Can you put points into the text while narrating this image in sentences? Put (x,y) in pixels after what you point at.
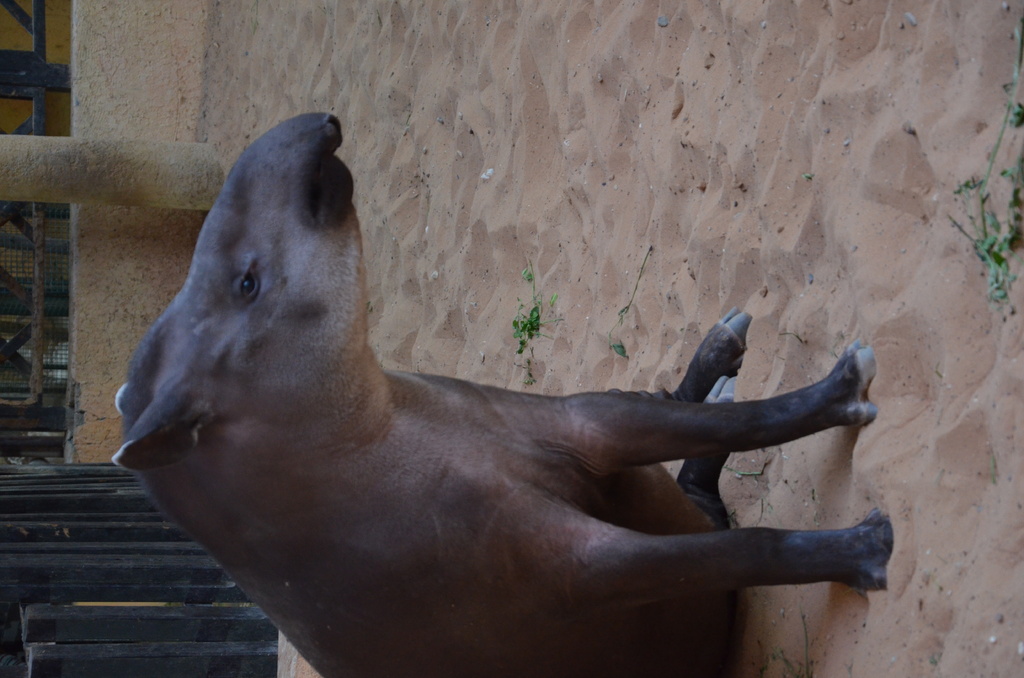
This image is taken outdoors. At the top of the image (332,65) there is a ground (605,142) with sand (765,244) on it. At the bottom of the image (504,549) there is a railing (71,589) and an animal (301,432) on the ground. On the left side of the image (99,151) there is a pillar (103,191) and a mesh (63,286).
